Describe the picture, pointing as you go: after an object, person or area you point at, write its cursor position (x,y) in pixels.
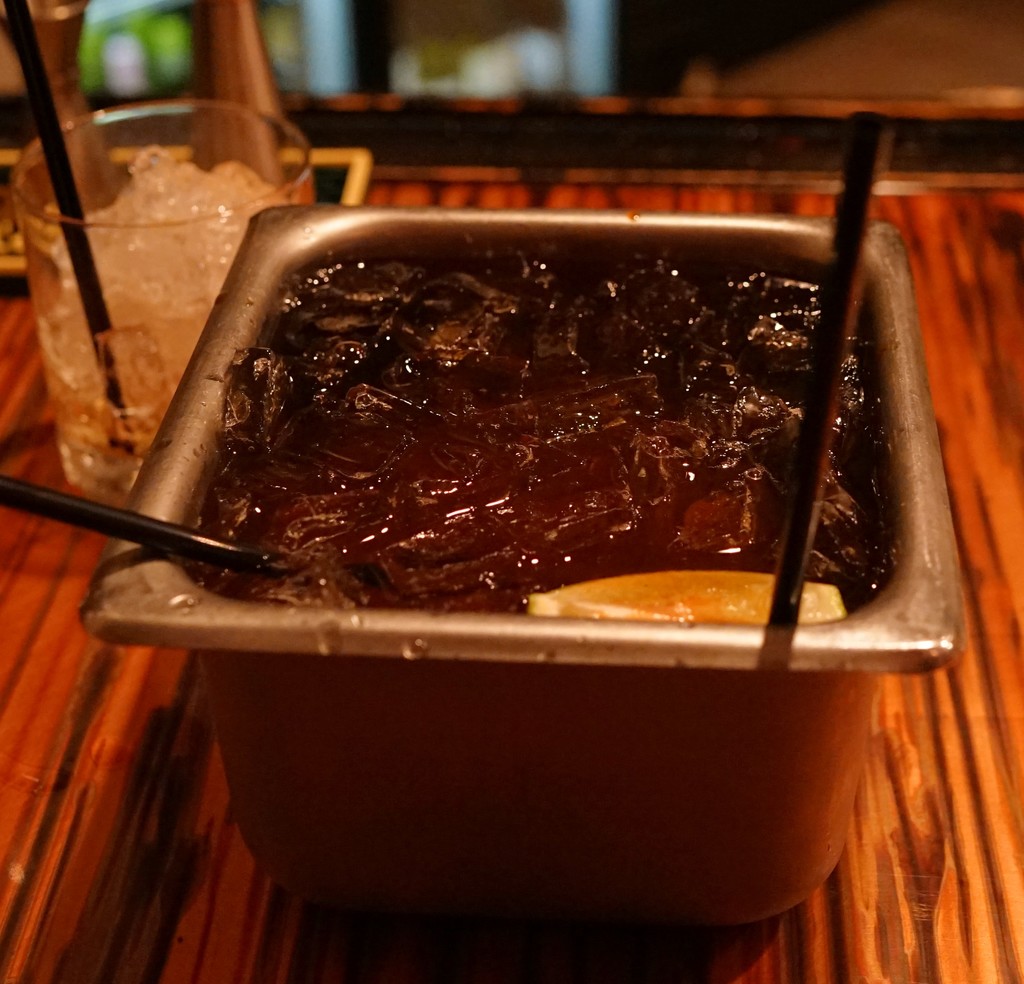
In this image, we can see a table (882,911), on that table (882,911) there is a container (902,339), in that there is ice (303,466) and drink (530,388), we can see a glass (111,285) and there is ice (136,284) in the glass (139,271).
